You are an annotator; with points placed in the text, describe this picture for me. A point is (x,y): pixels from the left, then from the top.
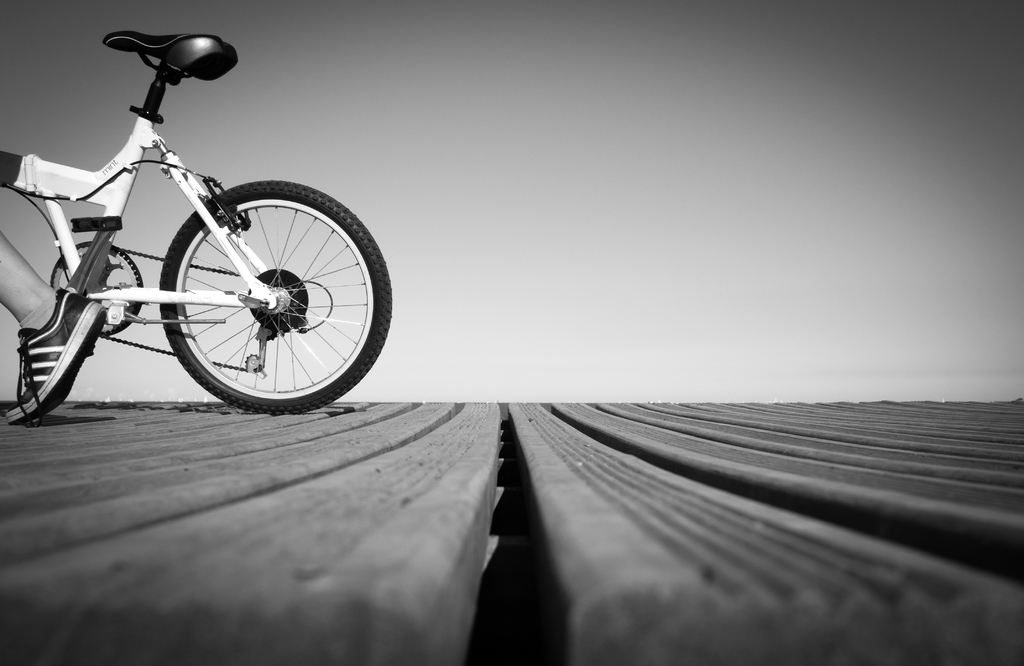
It is a black and white image, there is a wooden surface (234,439), on that there is a cycle (173,328) and there is a leg (41,291) of a person (62,325) in front of the cycle (90,293).
